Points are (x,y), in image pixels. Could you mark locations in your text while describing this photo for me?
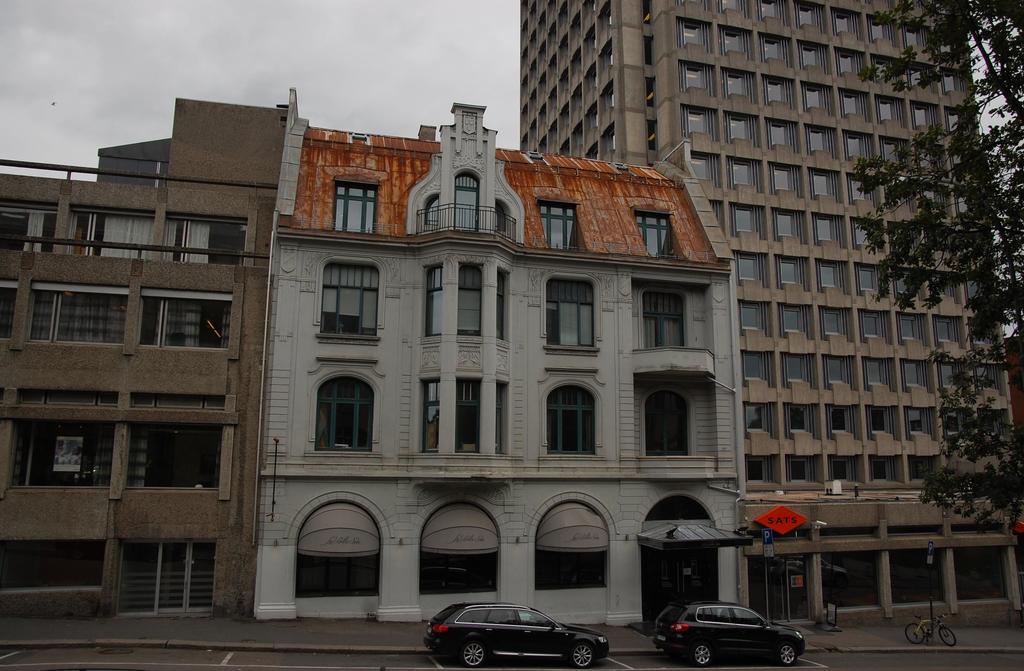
In this image, we can see buildings (778,298), trees (924,246) and poles (275,480). At the bottom (730,621), there are vehicles (703,644) on the road (274,658). At the top (197,90), there is sky (266,64).
